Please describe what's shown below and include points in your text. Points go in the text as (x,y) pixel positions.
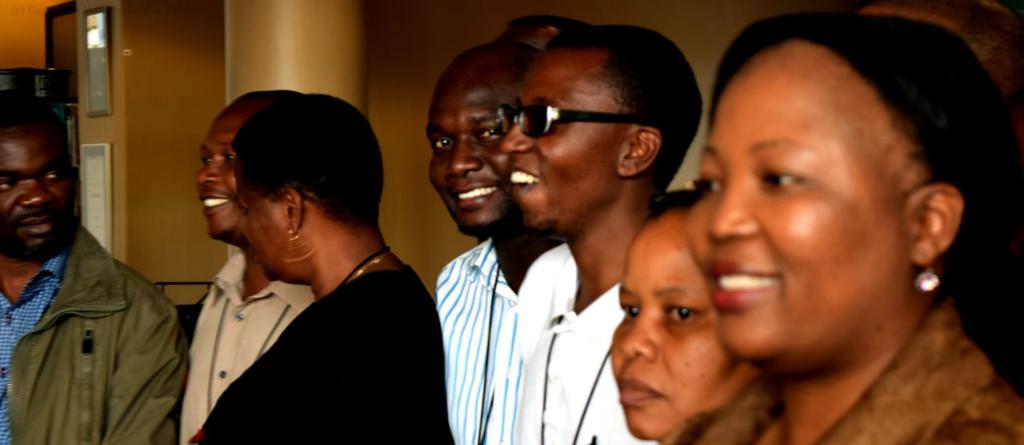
In the center of the image (590,191) we can see group of persons (475,206) standing. In the background (245,74) we can see pillar (354,31), photo frames (109,64) and wall (401,26).
